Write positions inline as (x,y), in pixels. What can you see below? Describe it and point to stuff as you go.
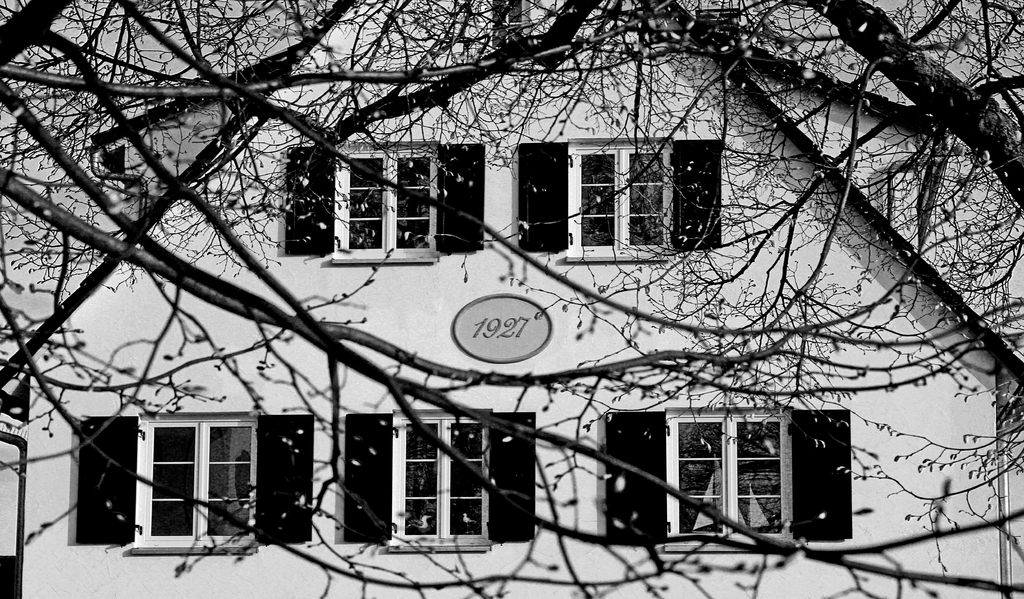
In this image we can see a building (313,361) and the windows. And we can see the trees (697,358). And we can see a board (477,326) with numbers (477,326) on it.
